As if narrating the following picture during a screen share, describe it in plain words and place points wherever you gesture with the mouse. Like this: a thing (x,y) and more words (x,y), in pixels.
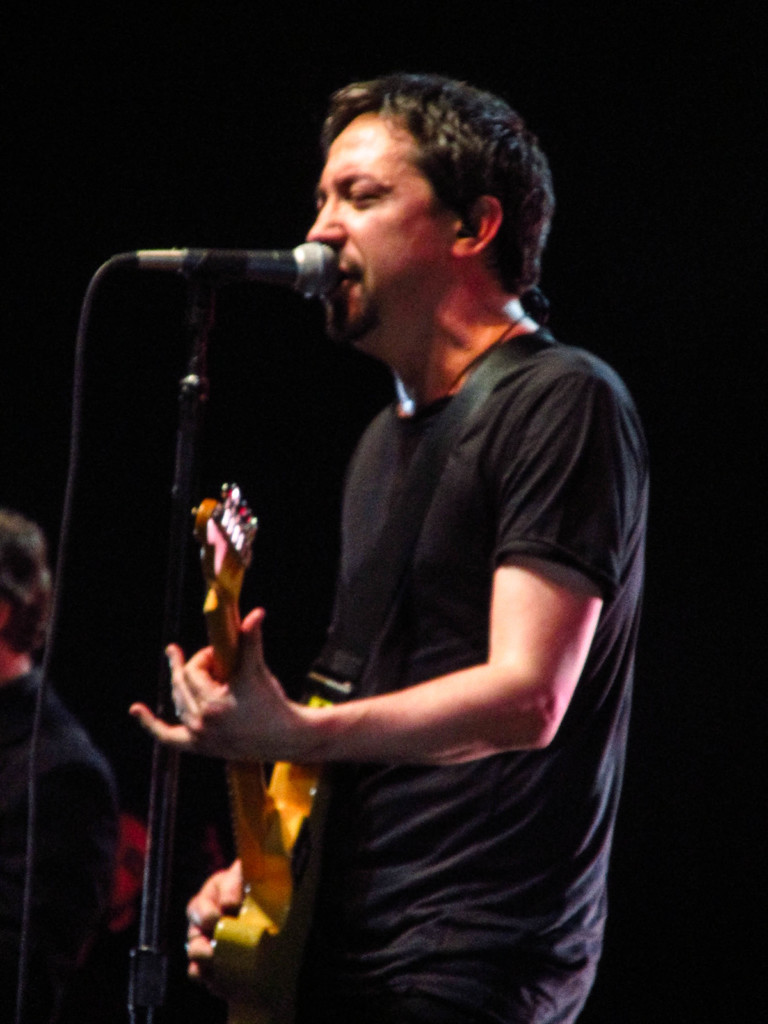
In this picture there is a man (397,802) who is standing at the center of the image (405,365) by holding the guitar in his hands (263,702) and there is a mic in front of him.
